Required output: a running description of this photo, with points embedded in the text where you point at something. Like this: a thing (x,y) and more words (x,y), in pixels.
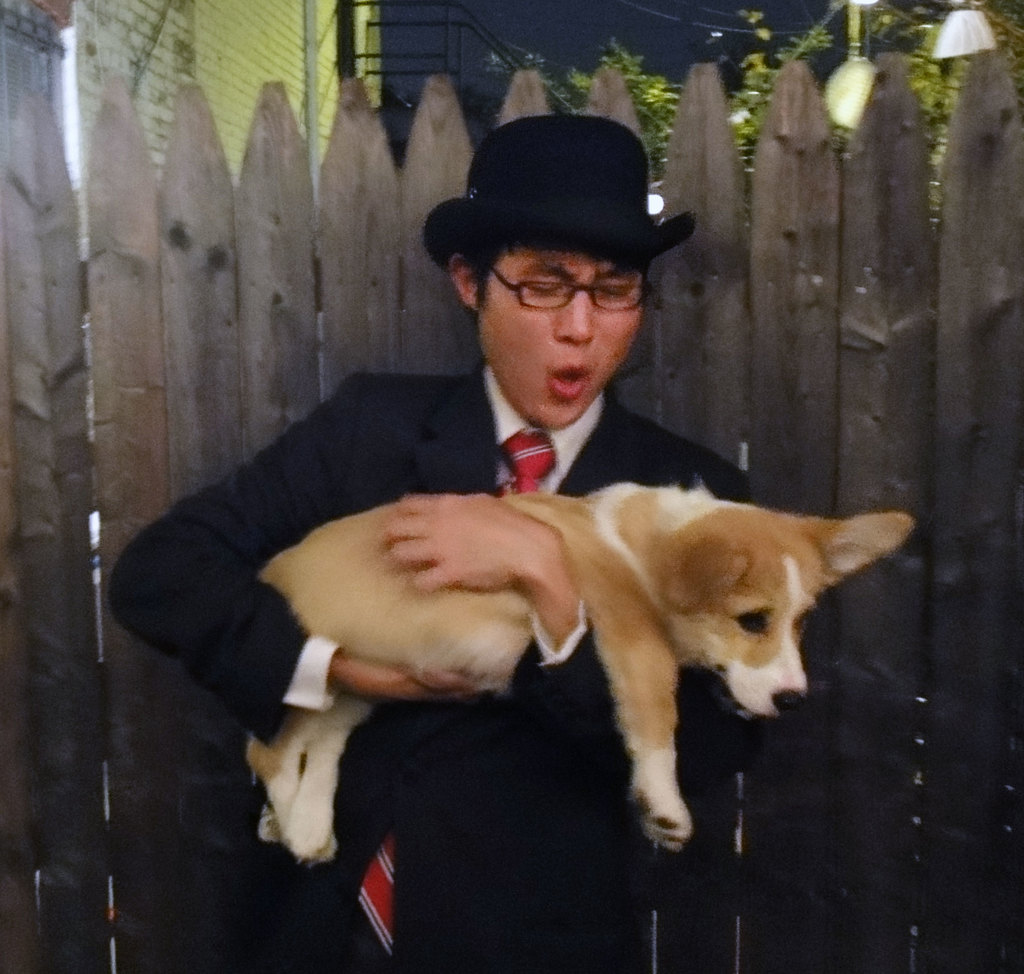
This person (525,595) standing and holding dog (279,560) and wear glasses (565,283), hat (575,243). On the background (705,104) we can see trees (934,124), wall (293,41), wooden fence (202,244).
